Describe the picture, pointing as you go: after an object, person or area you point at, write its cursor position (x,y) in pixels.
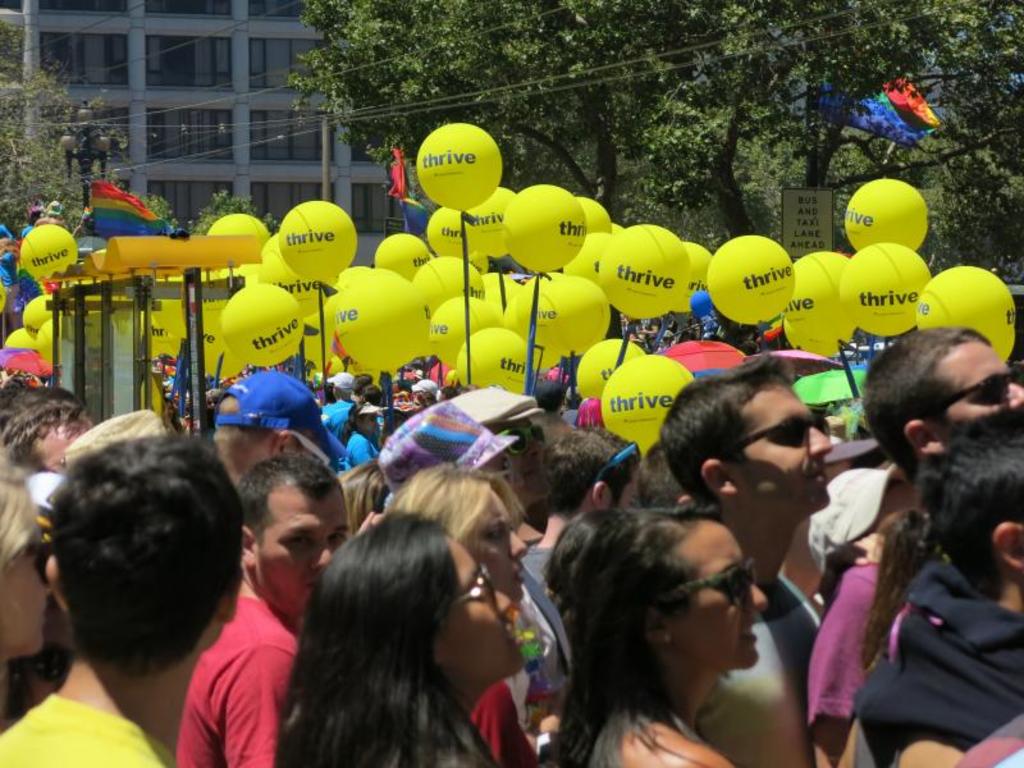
In the foreground of this picture (663,575), there are persons (479,648) standing. In the background (661,385), we can see crowd (429,388) holding yellow balloons (964,303) and also we can see flags (911,108), trees (638,67), cables (193,107), poles (99,156), a building (152,123) and two boards (812,236) in the background (790,213).
